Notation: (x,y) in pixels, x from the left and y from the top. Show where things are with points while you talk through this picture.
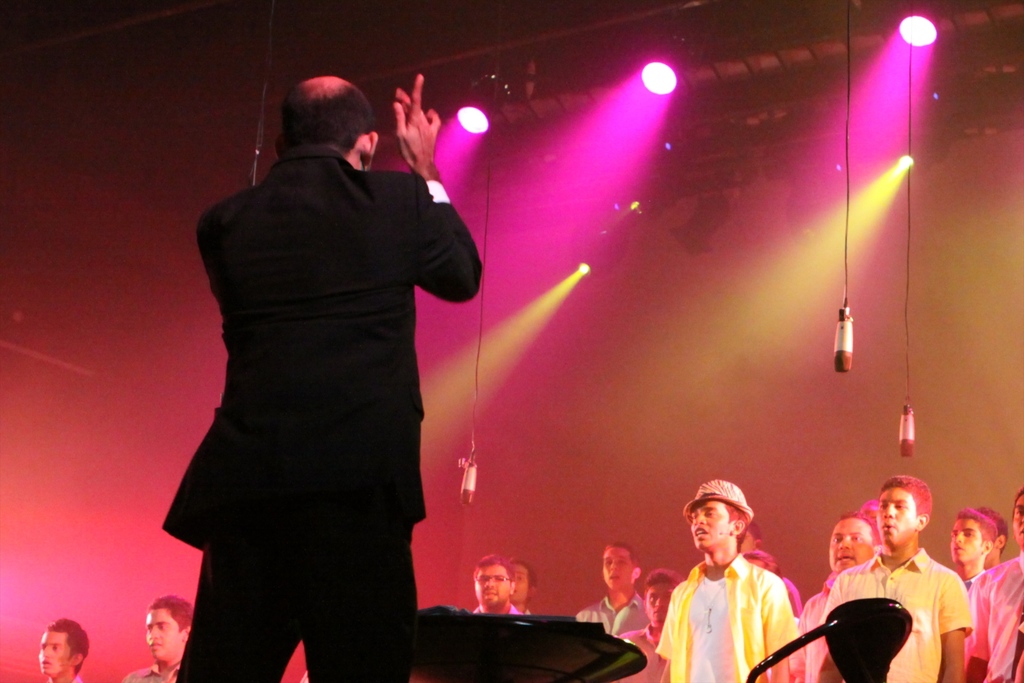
In front of the picture, we see the man (357,440) in the black blazer (289,433) is standing. In front of him, we see many people (751,558) are standing. They might be singing the songs. We see the microphones (849,307) are hanged. At the top (468,120), we see the lights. At the bottom (514,620), we see a black table (567,656) and a chair (838,644). This picture might be clicked in the musical concert.
